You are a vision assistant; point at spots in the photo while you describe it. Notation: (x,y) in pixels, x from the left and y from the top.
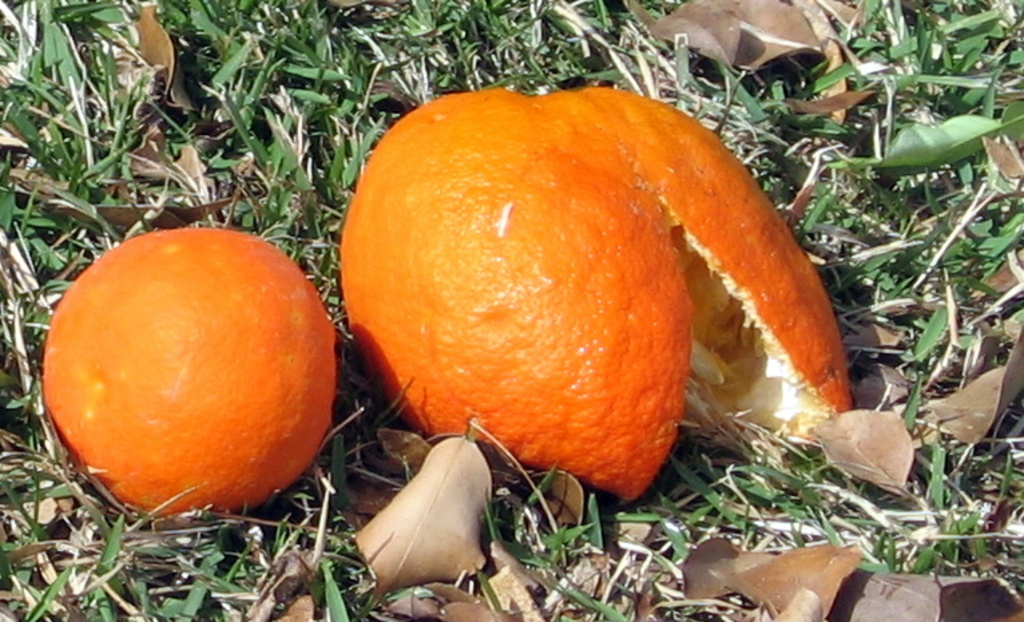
There is an orange (207,353) and orange peel (557,258) on the grasses (297,532). Also there are dried leaves (160,123).
